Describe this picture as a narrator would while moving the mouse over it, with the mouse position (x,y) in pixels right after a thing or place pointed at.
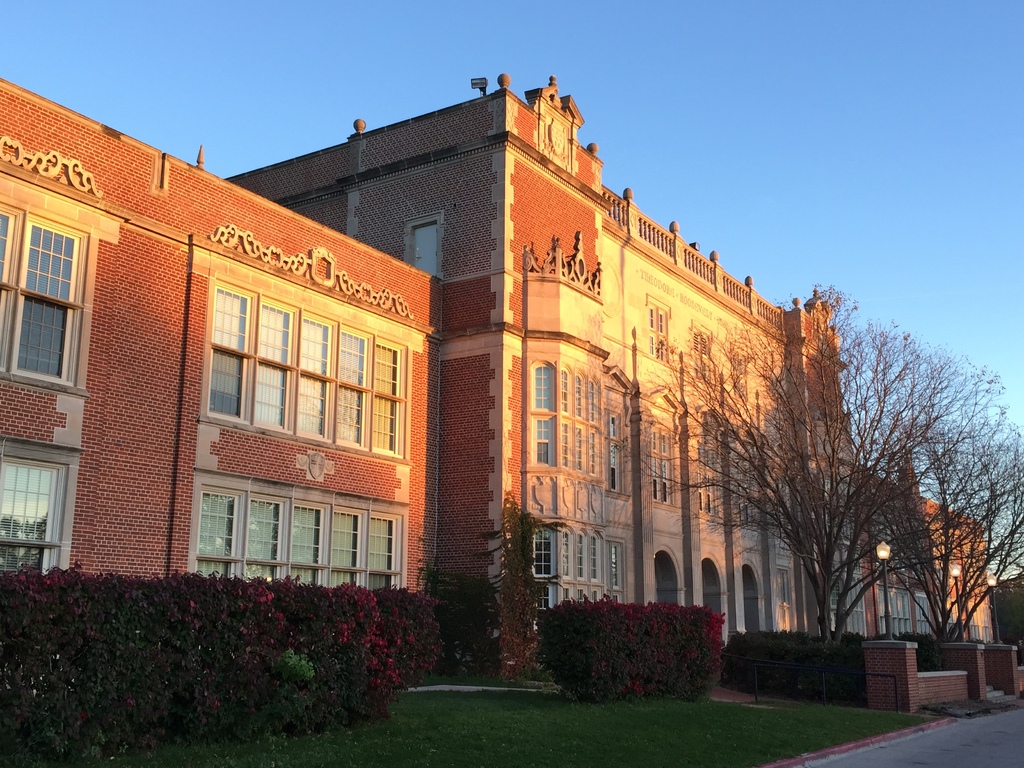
In this picture we can see grass (563,740), planter (569,651), light poles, railing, building (572,302) and trees (885,525). In the background of the image (887,283) we can see the sky (887,218) in blue color.
